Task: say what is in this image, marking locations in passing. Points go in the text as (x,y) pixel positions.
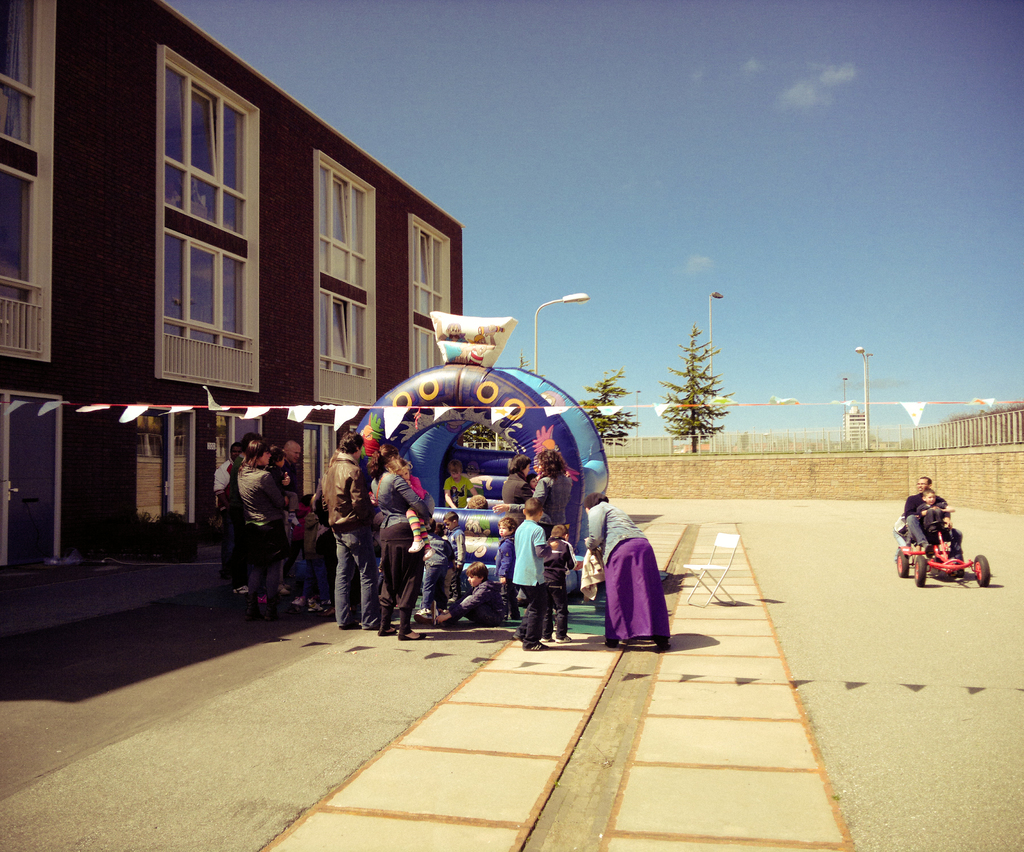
In this picture there are group of people (556,530) standing and there is an inflatable (460,577) and there is a chair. On the right side of the image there are two persons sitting on the vehicle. On the left side of the image (210,278) there is a building (219,219). At the back (468,443) there are trees (691,394) and poles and there is a railing (954,427) on the wall (778,462). At the top (557,148) there is sky (609,134) and there are clouds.
